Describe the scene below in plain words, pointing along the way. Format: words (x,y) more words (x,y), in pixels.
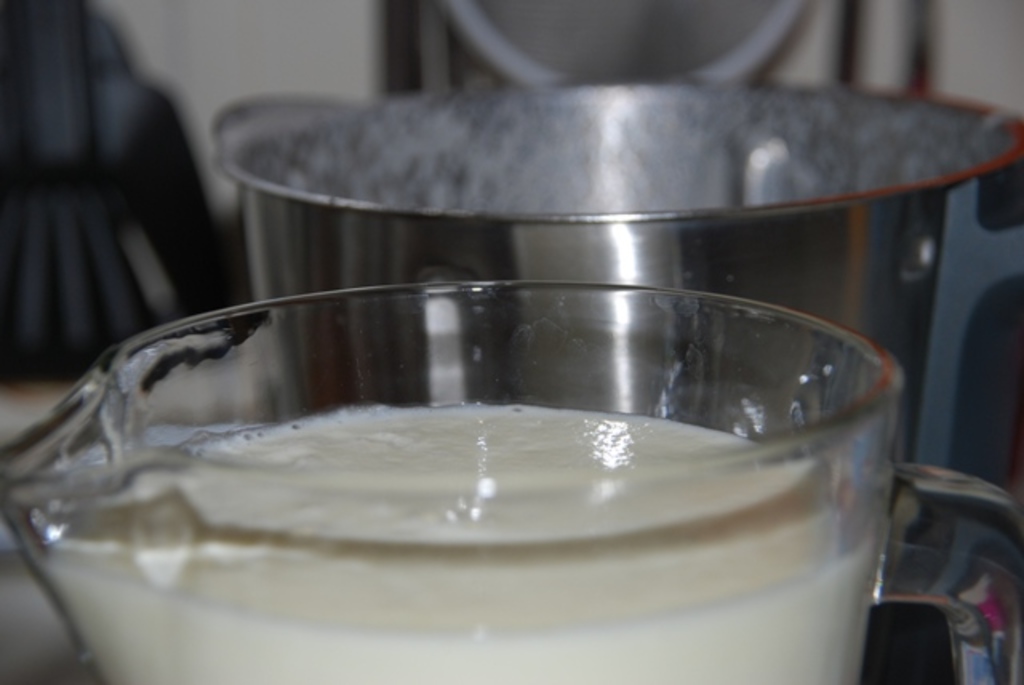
In this image in the foreground (405,398) there is a glass jar (873,467) and in the jar (765,449) there is a liquid (792,516), and beside the glass jar (438,313) there is a steel vessel (688,147) and there is a blurry background (74,167).
